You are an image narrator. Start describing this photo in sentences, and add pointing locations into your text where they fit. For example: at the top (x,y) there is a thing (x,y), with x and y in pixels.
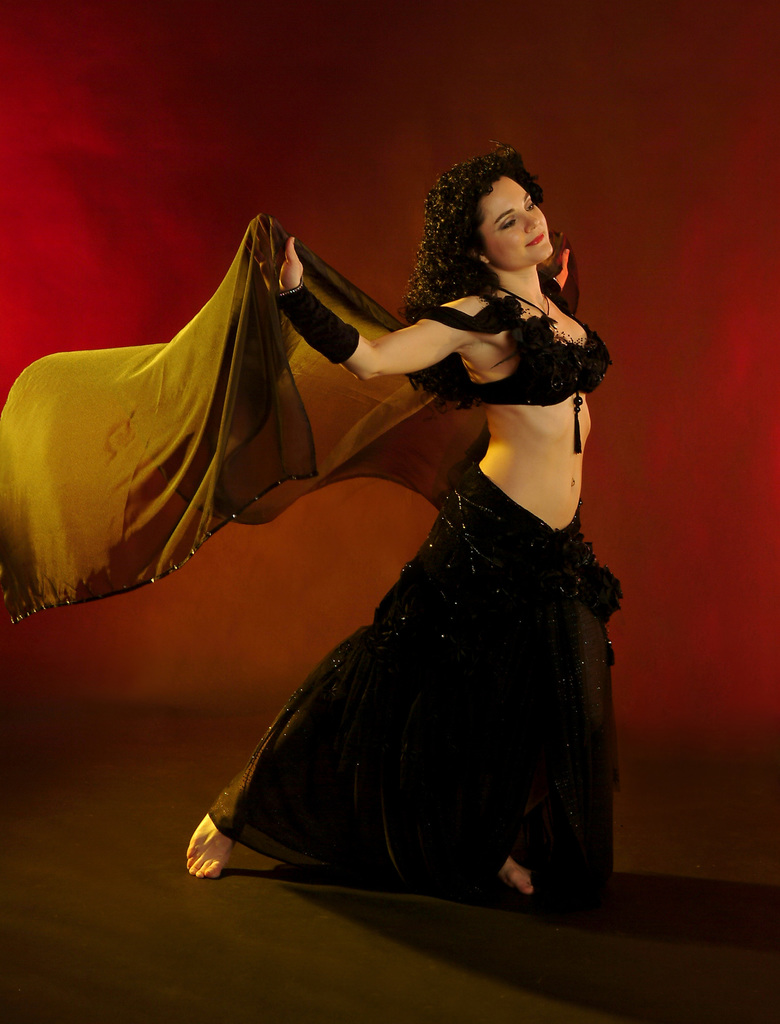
The picture consists of a woman (520,543) in black dress (468,611). The picture has black surface (240,919). The background (113,128) is red.
